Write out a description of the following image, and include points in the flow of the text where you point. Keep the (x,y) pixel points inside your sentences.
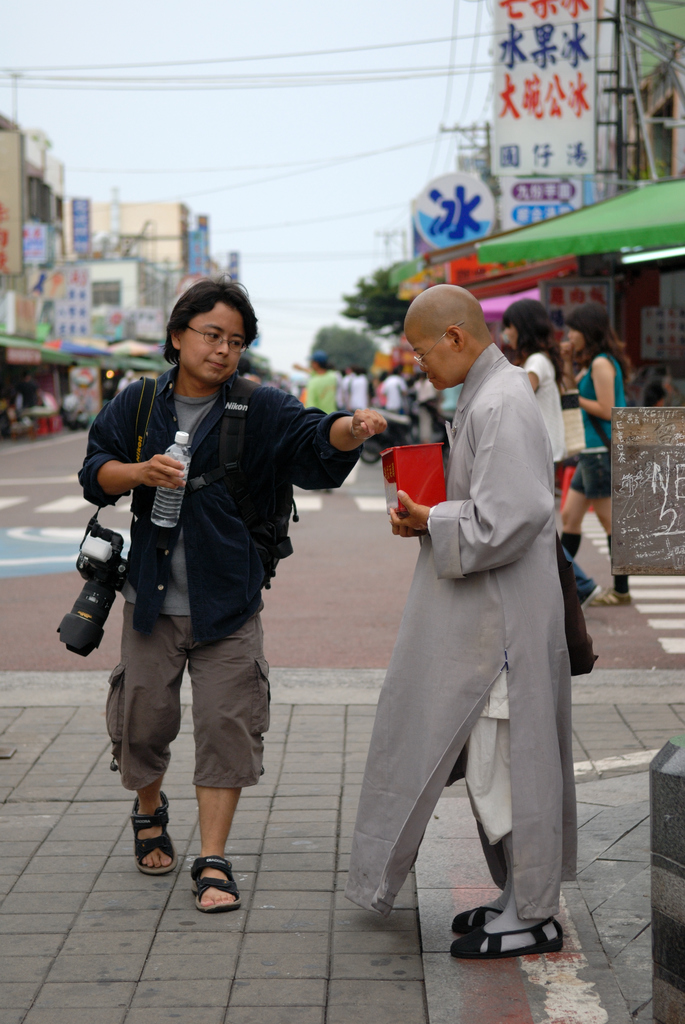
A person (231,532) is holding bottle (178,493) and carrying camera (100,544). A person (463,592) is holding box (434,501), here there are other people (609,463) standing on the road (336,563), there are buildings (25,179) and a sky (301,137).
